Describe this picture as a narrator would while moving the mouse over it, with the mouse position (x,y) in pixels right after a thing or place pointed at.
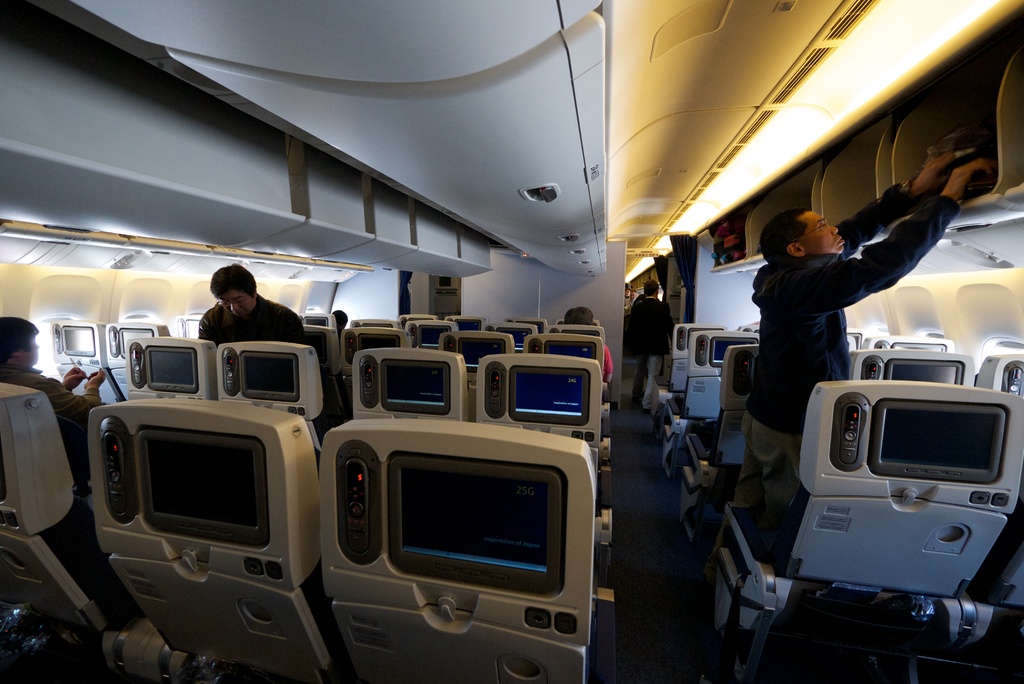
In this image I can see five persons (782,465), systems (426,399) and seats (933,571). At the top (554,109) I can see a rooftop (648,180). This image is taken may be in a vehicle (640,198).
